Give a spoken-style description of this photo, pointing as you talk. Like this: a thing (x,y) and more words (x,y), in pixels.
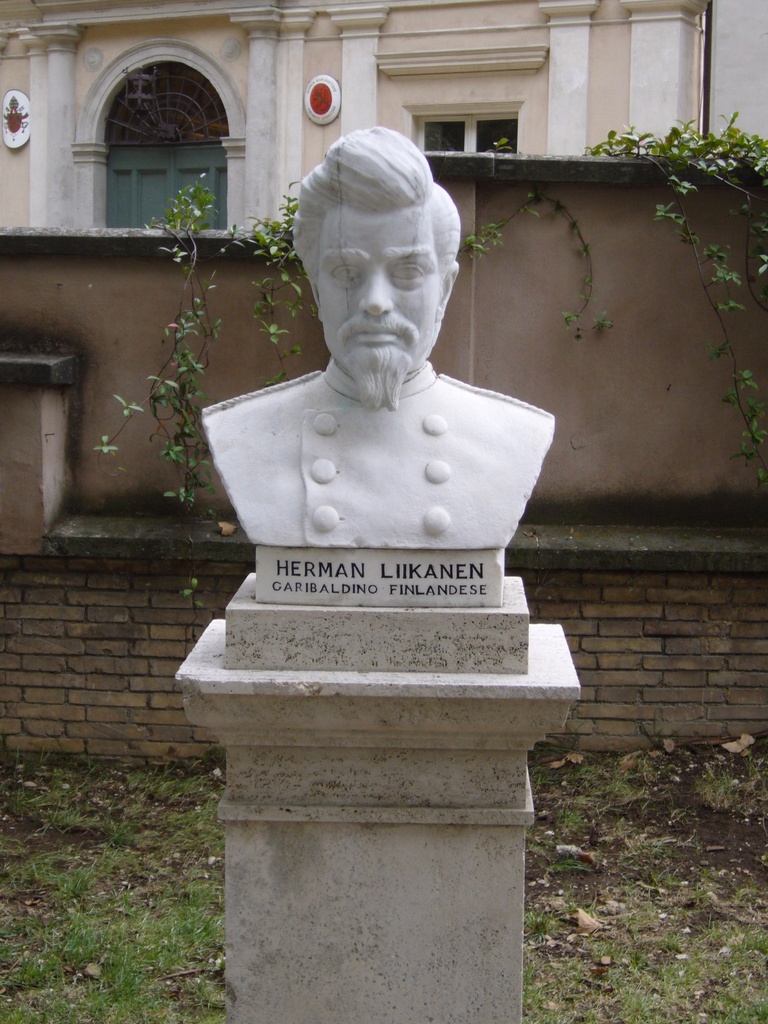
I think this is the sculpture (366,525) of the man (430,472) and the name board (429,577), which are placed on the pillar (387,707). This is the wall (112,385). These are the creeper plants (255,254). This looks like a building (151,152) with pillars (291,138), window (470,150) and a door (163,145).
